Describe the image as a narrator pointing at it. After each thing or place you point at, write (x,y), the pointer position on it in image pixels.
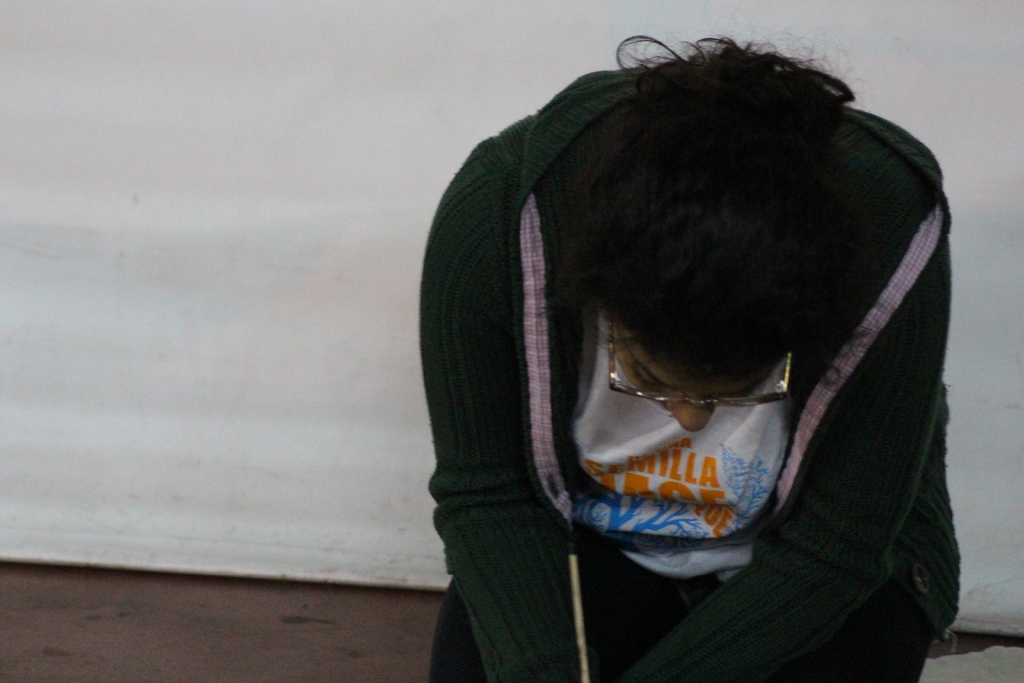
In this image we can see a person (562,474) sitting on the floor (373,623).
